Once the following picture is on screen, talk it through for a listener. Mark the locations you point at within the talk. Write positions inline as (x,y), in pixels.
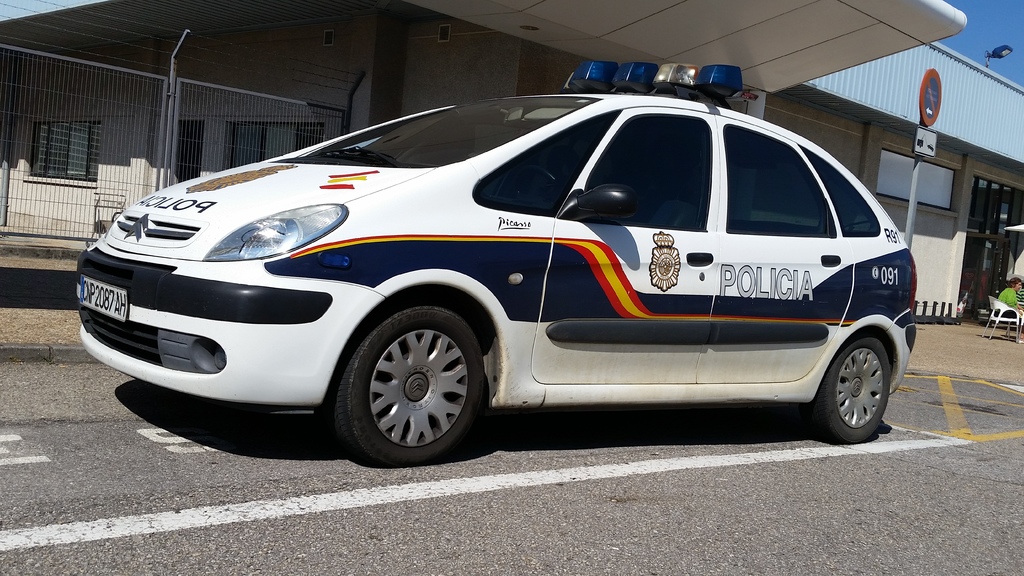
In the image in the center (482,277) we can see one car (524,272) on the road (516,501). In the background (587,18) we can see sky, building (955,119), wall (849,138), sign board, fence (155,148), windows (95,157), one person (1011,298) sitting on the chair (991,331) etc.
